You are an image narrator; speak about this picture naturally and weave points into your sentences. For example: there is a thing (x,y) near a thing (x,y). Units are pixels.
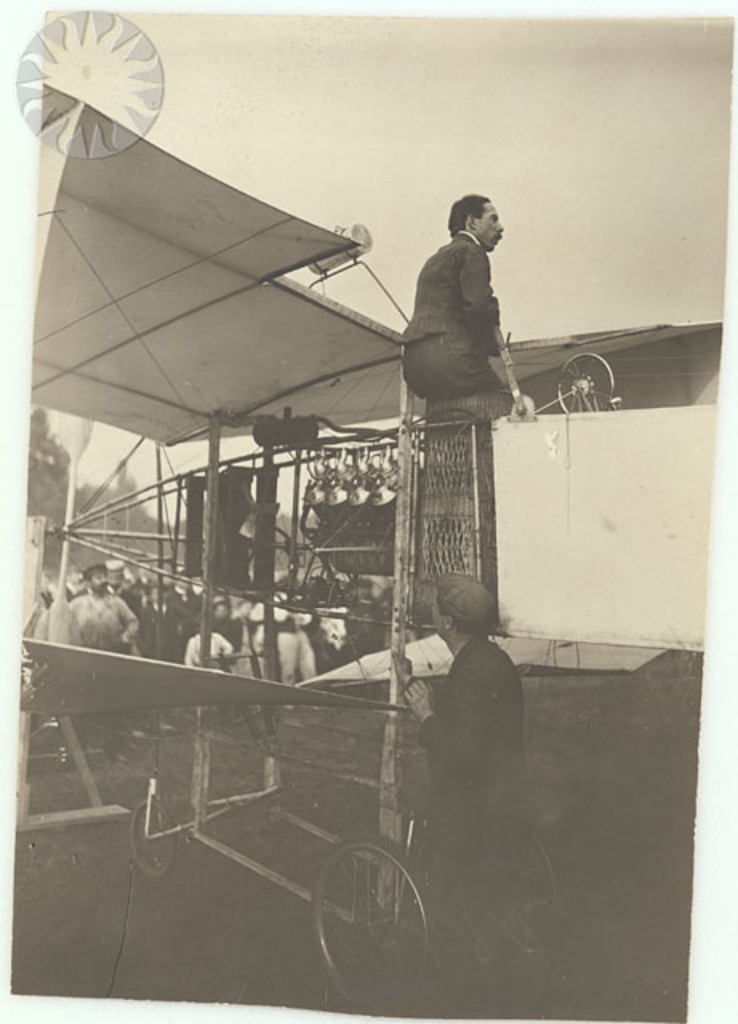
It looks like an old black and white picture. We can see a man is sitting in a vehicle (404,513) and in front of the vehicle (44,677) there are groups of people (130,604) and sky (443,122). On the image there is a watermark (119,79).
